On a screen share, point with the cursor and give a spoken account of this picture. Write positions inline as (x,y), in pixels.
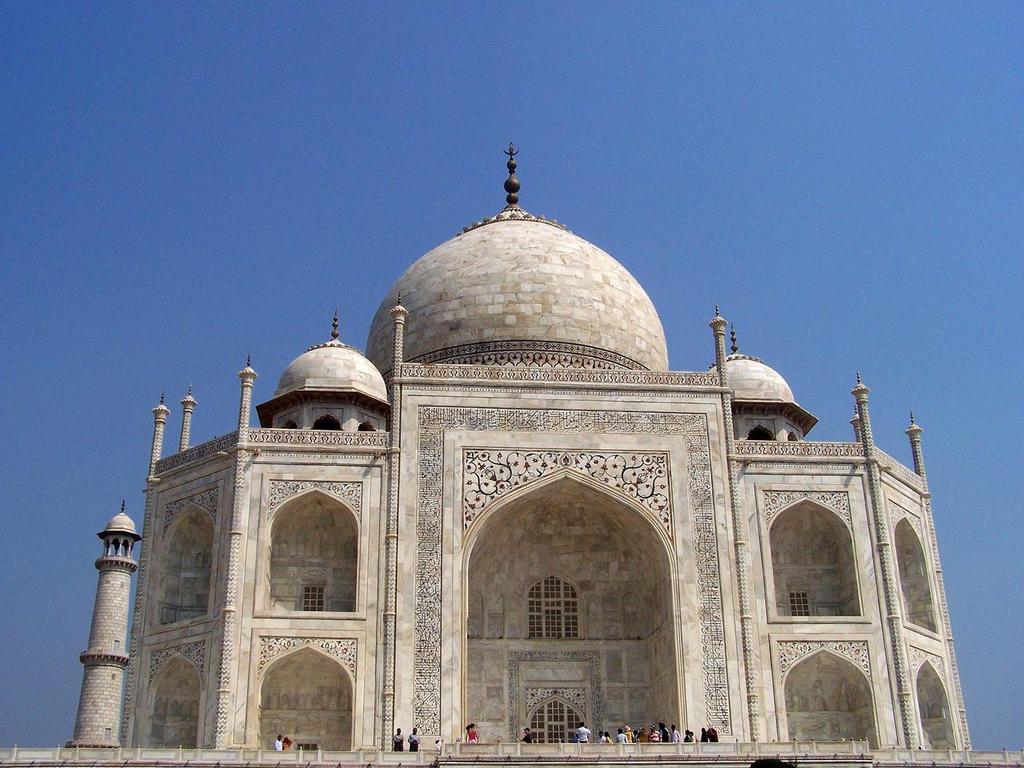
In this picture, we can see groups of people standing on the path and in front of the people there is a "Taj Mahal" (464,475) and a sky (221,108).
